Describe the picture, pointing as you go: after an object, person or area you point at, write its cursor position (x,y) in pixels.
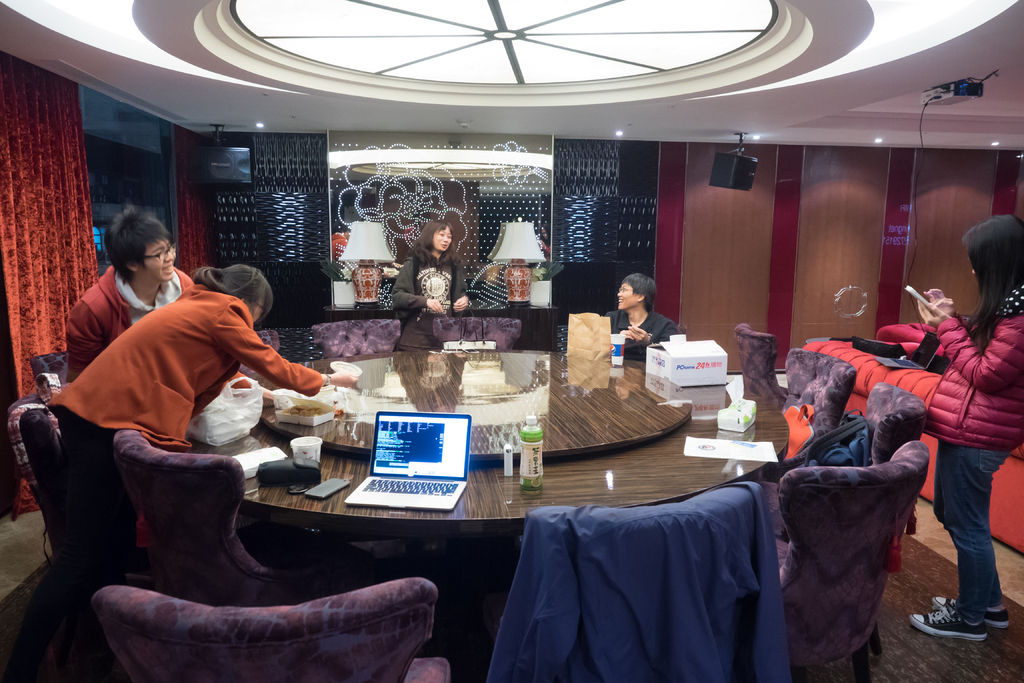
People (656,312) are sitting on the chair (842,481) and on the table (650,465) we have laptop (460,469), box (705,377), paper (745,450) and girls (958,370) are standing, in the back (123,162) there is glass (109,172) and curtain (62,178).
